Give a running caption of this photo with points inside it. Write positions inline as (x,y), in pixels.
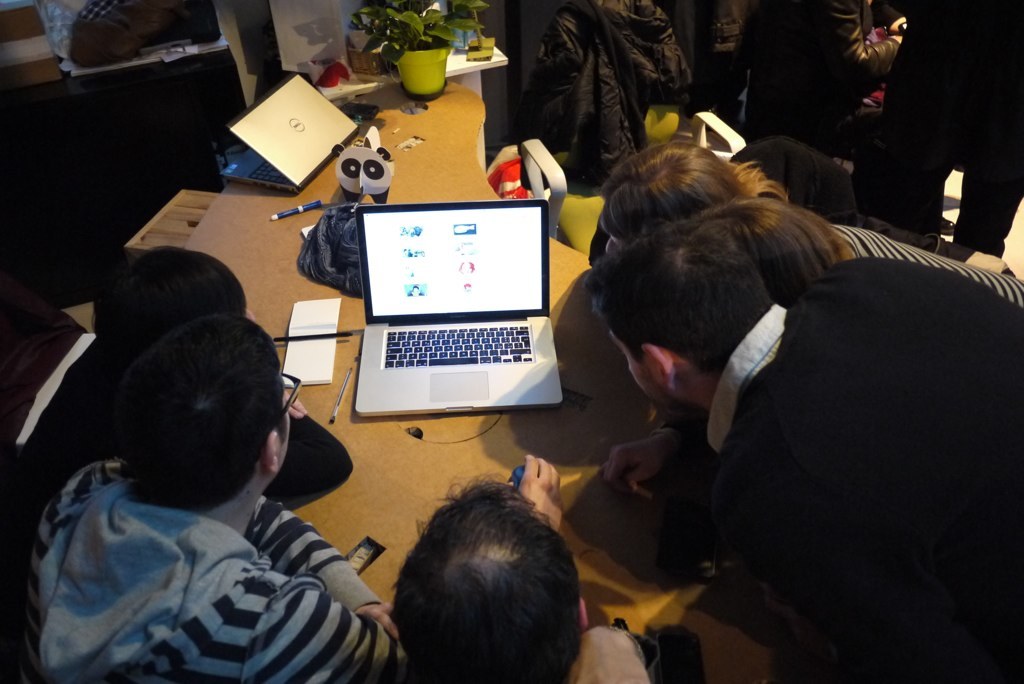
In this picture I can see laptops (249,125), pens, book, house plant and some other objects (177,51) on the table (592,607), and in the background (992,142) there are group of people (45,584).
